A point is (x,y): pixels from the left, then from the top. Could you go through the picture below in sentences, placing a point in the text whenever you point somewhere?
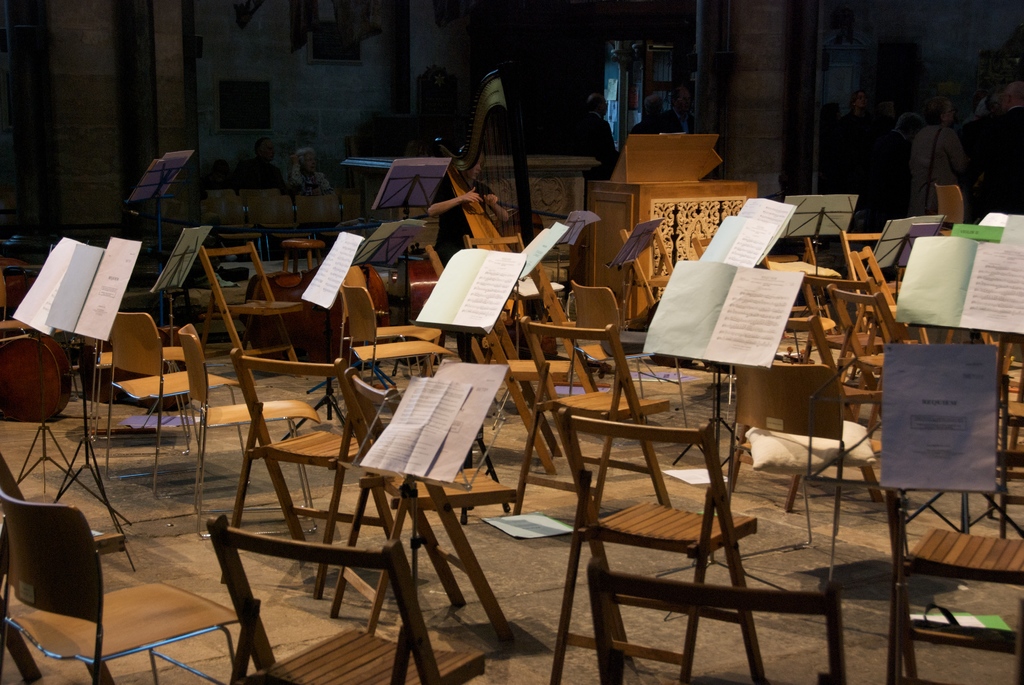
This image is taken indoors. In the background (389,53) there are a few walls (279,145) and there is a door (617,101). A few (271,166) sitting in the chairs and a few people (876,125) are standing on the floor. In the middle of the image (516,380) there are many empty chairs (369,294). There are a few stands (412,517) to hold books (532,251) and there are many books (713,291) on the stands (63,268). There is a musical instrument (490,142). A woman (453,204) is sitting in the chair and playing music with a musical instrument (492,191). There is a table (654,210).
